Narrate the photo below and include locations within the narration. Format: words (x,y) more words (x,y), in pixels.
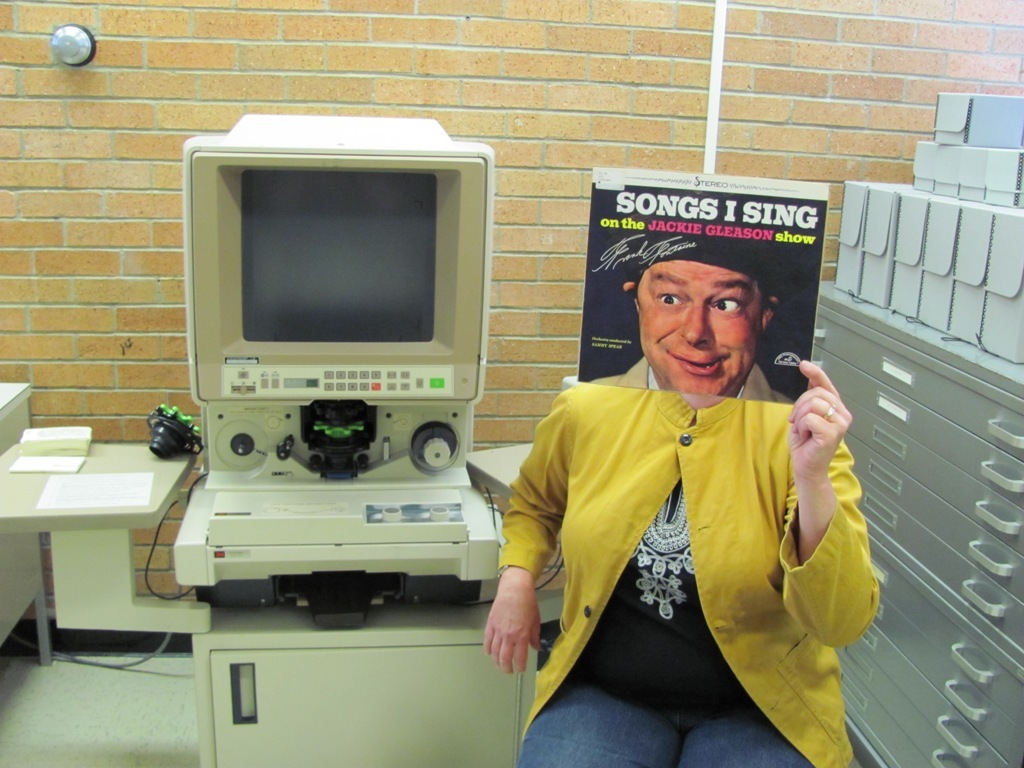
In this image there is a person (680,518) on the right side (792,494) who is holding the poster (724,296) in front of her face (712,322). On the left side (277,311) there is a machine (340,428) with the screen (371,229). In the background (343,73) there is a wall (325,66). On the right side (955,290) there are drawers (959,424) and boxes (958,175). On the left side (91,51) top there is a bulb (53,45). On the left side (30,524) bottom there is a table (84,467) on which there are papers (81,485) and books (68,442).
